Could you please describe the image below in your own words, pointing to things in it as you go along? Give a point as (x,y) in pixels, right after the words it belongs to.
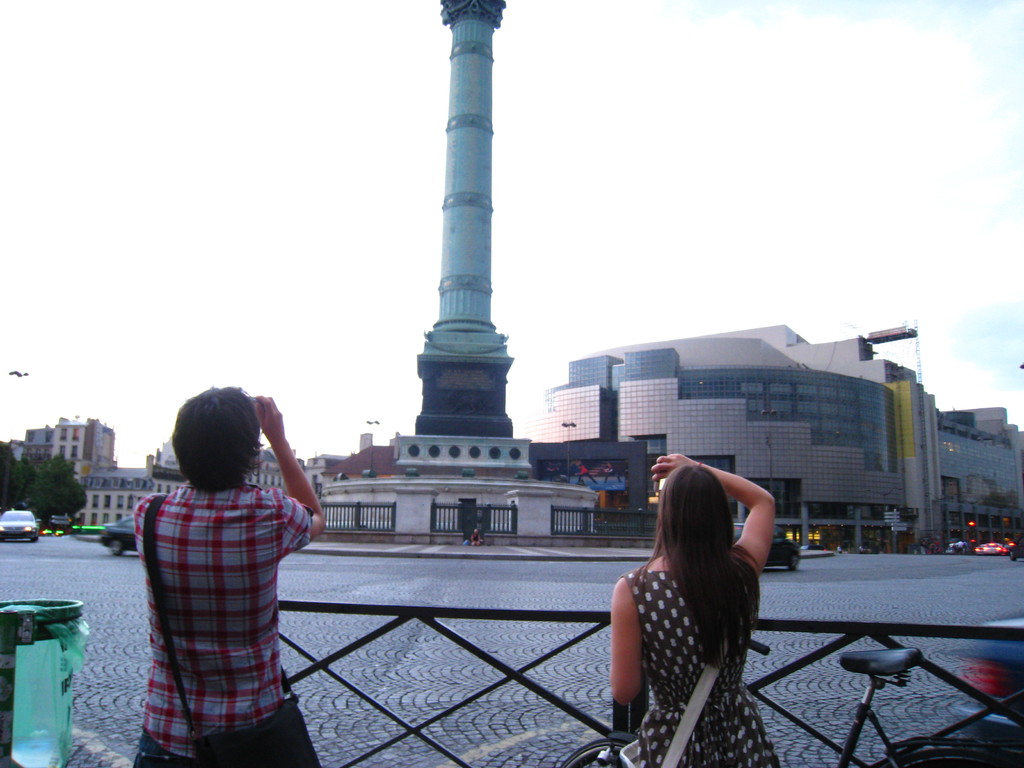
In this image I can see a man (239,604) and a woman (685,599) are standing. In the background (351,445) I can see the sky (339,448), buildings (102,499), vehicles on the road (497,563), trees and a pillar (458,420). Here I can see a bicycle (856,719), a fence (452,712) and other objects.
